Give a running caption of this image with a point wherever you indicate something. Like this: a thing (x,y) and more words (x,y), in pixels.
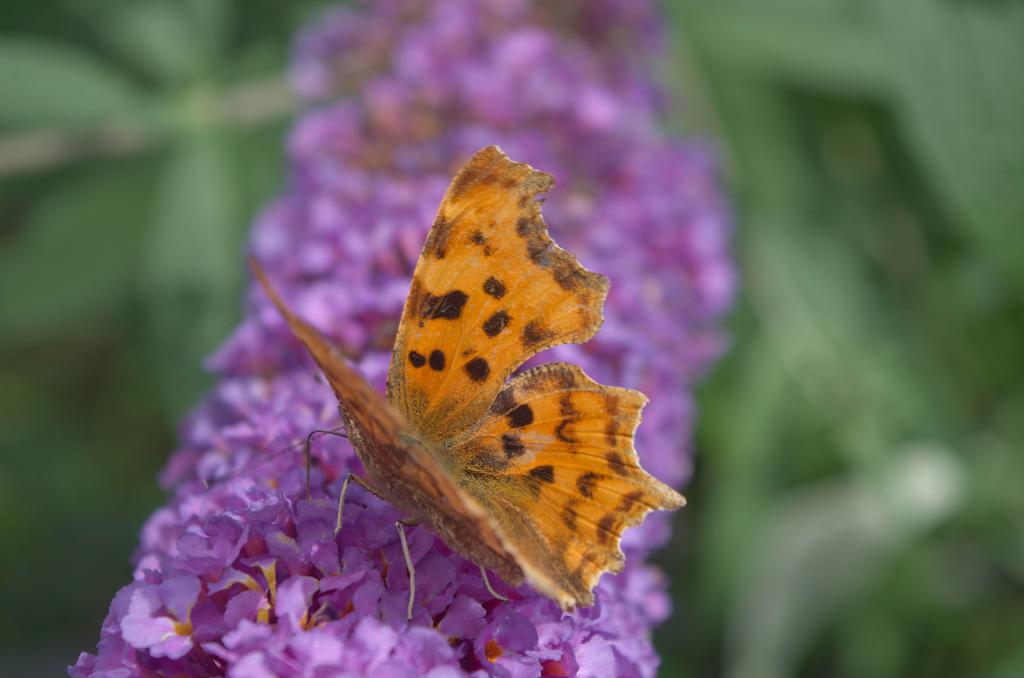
In the center of this picture (364,402) we can see a butterfly (390,482) on the flowers (291,497). The background of the image (872,535) is blurry and we can see the green color objects (85,174) seems to be the leaves (815,282) in the background (40,504).
